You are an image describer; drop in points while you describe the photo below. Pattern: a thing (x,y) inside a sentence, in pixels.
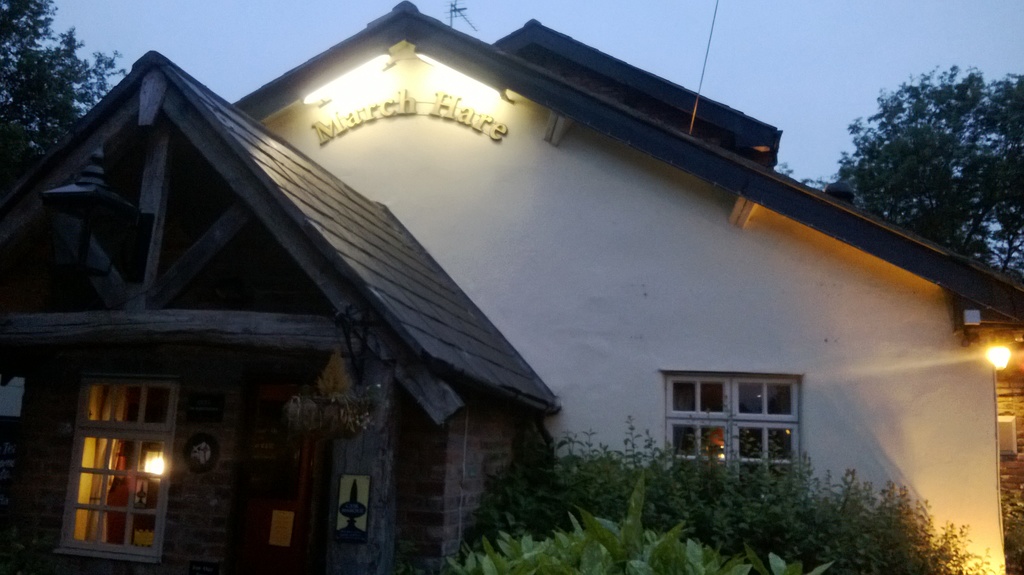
This looks like a house (639,316) with the windows (147,451). This is a name board (460,115), which is attached to the wall (508,149). I think these are the lights (1004,355). I can see a curtain (92,502) hanging through the window (107,432). These are the trees (58,126).
